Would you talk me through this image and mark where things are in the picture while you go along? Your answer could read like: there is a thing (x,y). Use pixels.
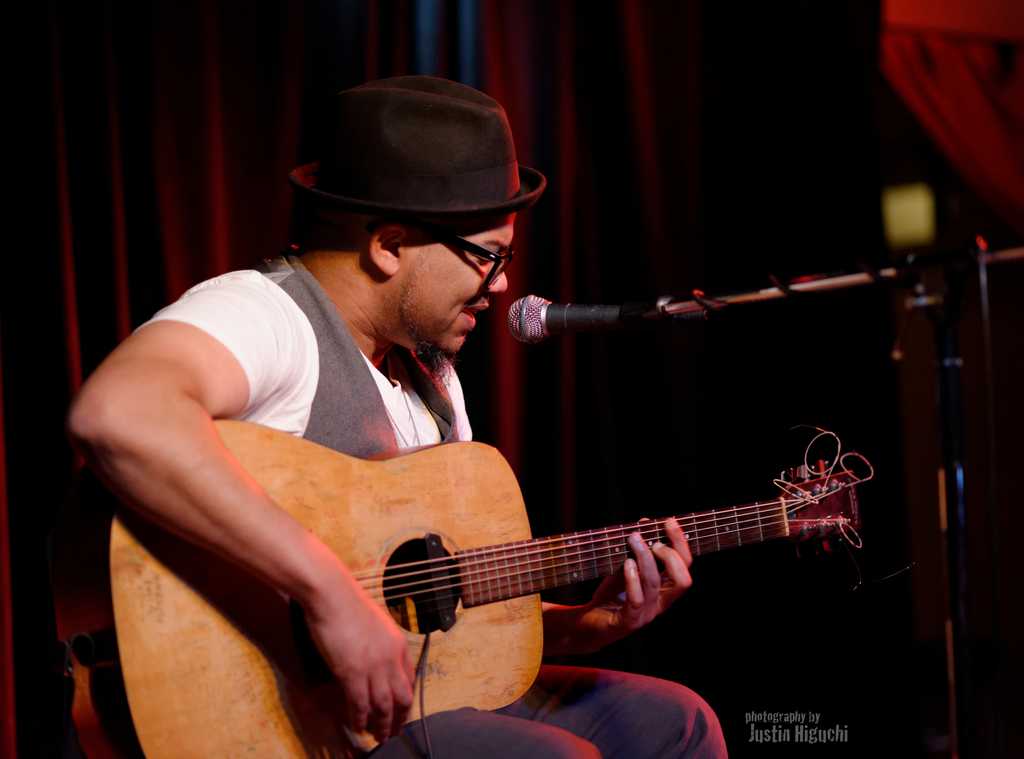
This is the picture of a person (233,345) who is wearing white and ash shirt (258,297) and a hat (379,197) is holding a guitar (442,547) and sitting on the chair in front of the mic (615,306) and there are some red curtains (672,87) behind him.
